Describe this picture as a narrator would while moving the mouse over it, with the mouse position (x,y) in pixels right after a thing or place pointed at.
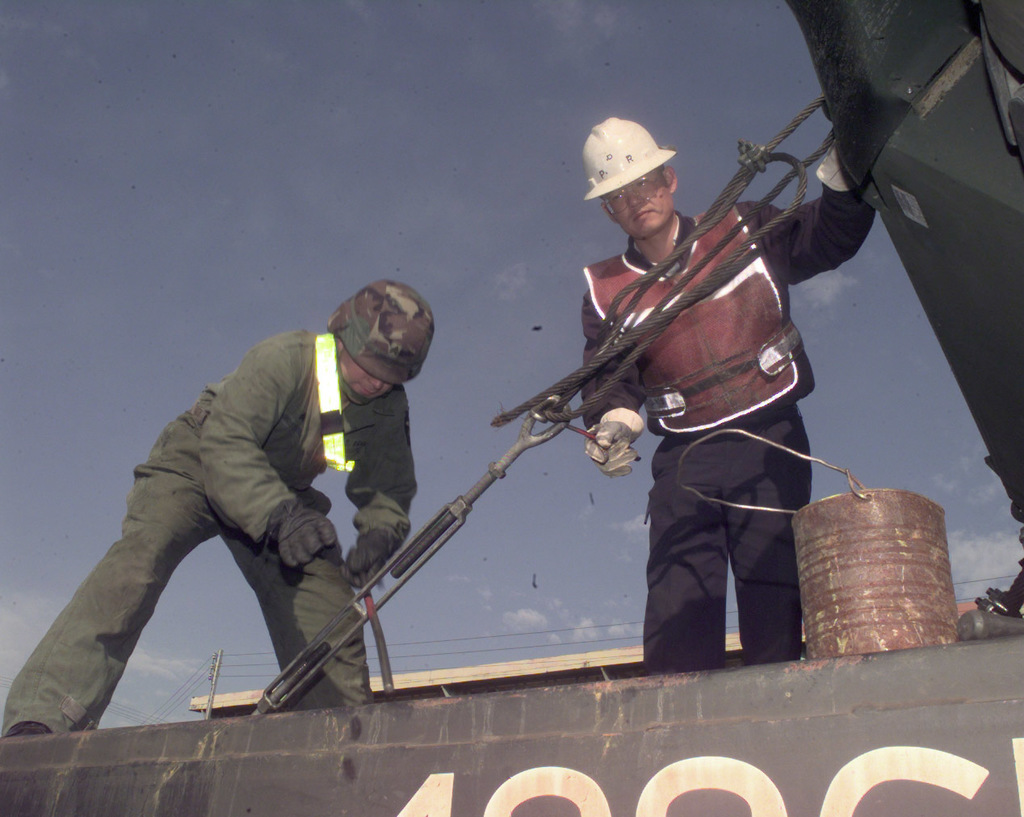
In this image we can see two persons (383,537) are standing on a platform (515,808) and holding objects (486,486) in their hands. We can see objects (875,54), ropes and a bucket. In the background (609,664) we can see a pole (217,676), wires (234,676), an object (569,666) and clouds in the sky (297,195).
